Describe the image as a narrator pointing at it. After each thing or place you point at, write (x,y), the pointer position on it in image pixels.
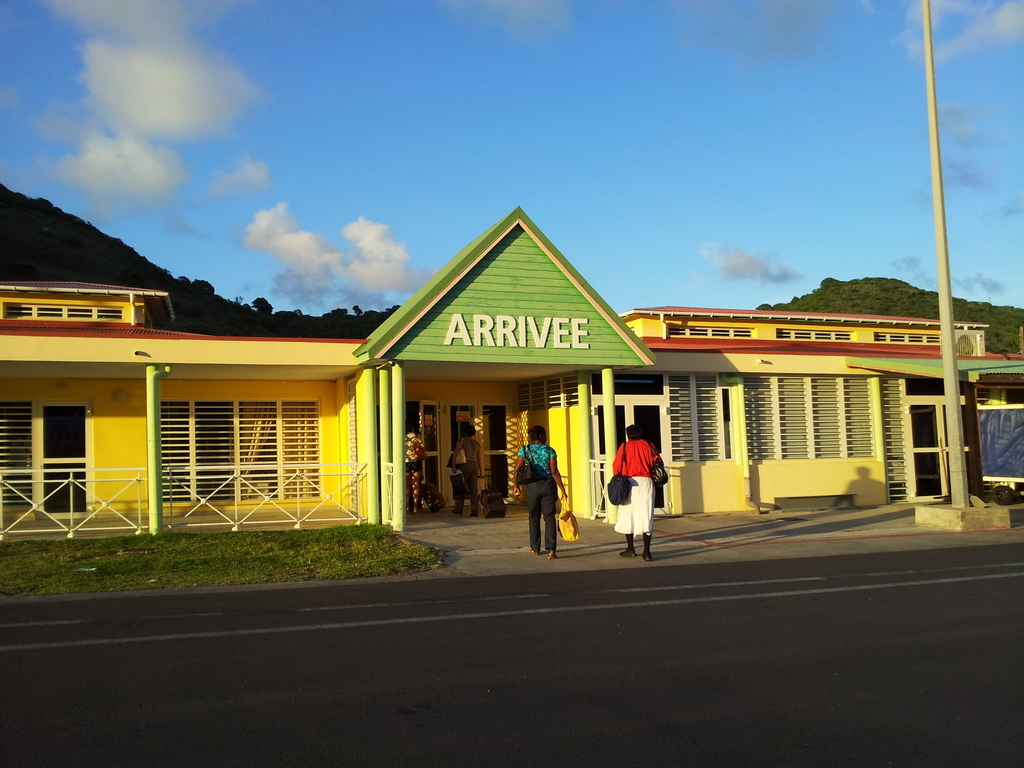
In this image in front (290,660) there is a road (666,662). There are people (633,476) holding the bags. On the left side of the image (312,550) there is grass (212,533) on the surface (212,533). In the center of the image (560,337) there is a building (502,433). In the background of the image (220,307) there are trees (104,247), mountains (4,191) and sky (415,101).
